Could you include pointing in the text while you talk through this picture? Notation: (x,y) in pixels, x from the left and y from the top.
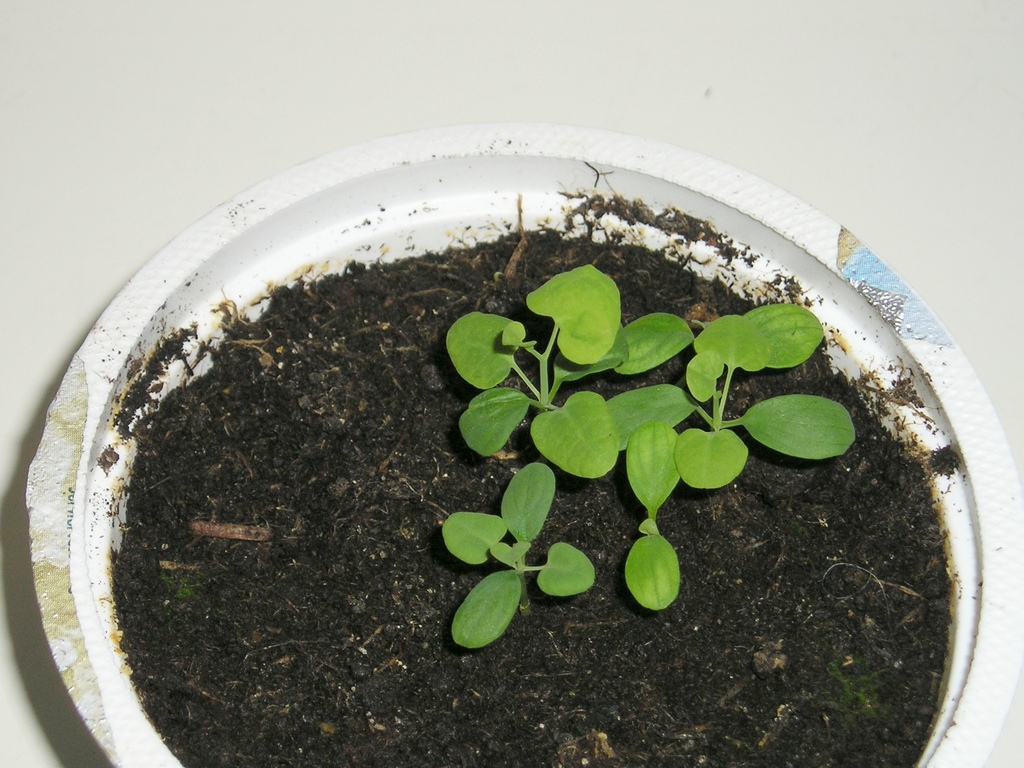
In the center of the image (511,401) we can see houseplant (496,426).
